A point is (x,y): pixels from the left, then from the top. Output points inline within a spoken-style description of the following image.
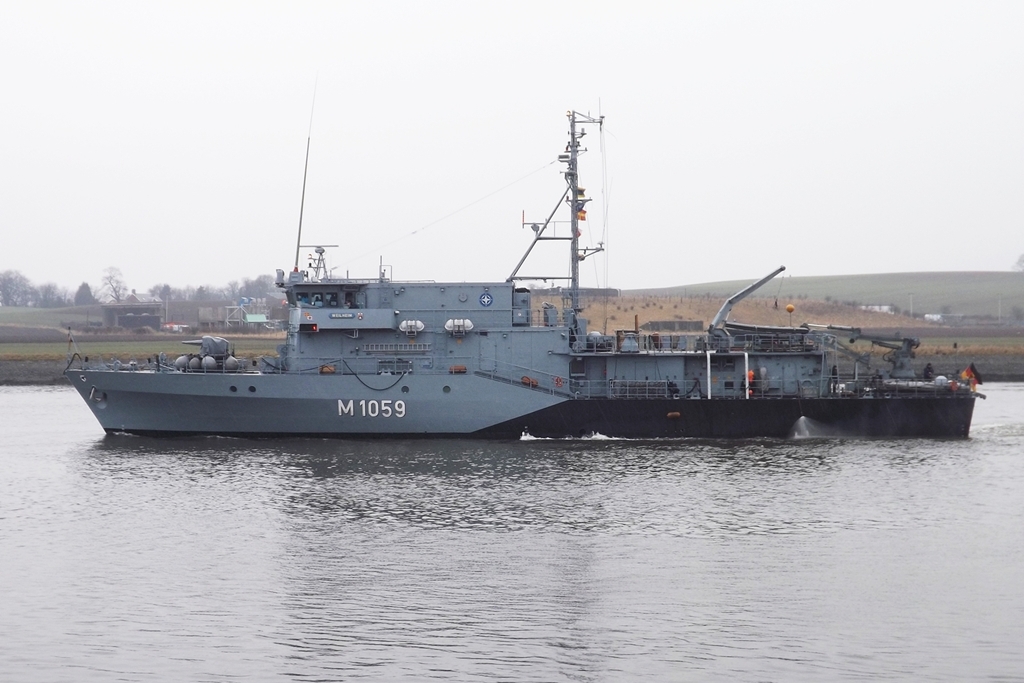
In the center of the image (441,361) we can see one ship (534,370) on the water (414,490). On the ship (622,344), we can see some objects (740,336). In the background (561,265), we can see the sky (445,79), trees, grass (731,289) and a few other objects (184,325).
